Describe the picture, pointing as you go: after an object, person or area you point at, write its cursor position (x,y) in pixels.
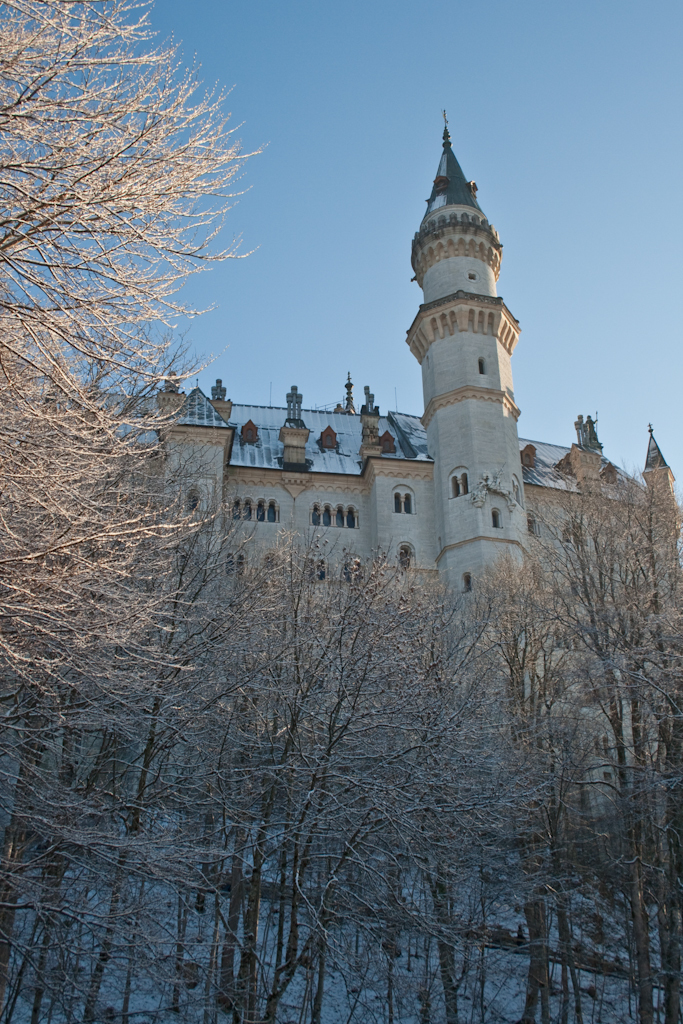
We can see trees (143,943), building (248,472), snow (326,990) and sky (359,91).
